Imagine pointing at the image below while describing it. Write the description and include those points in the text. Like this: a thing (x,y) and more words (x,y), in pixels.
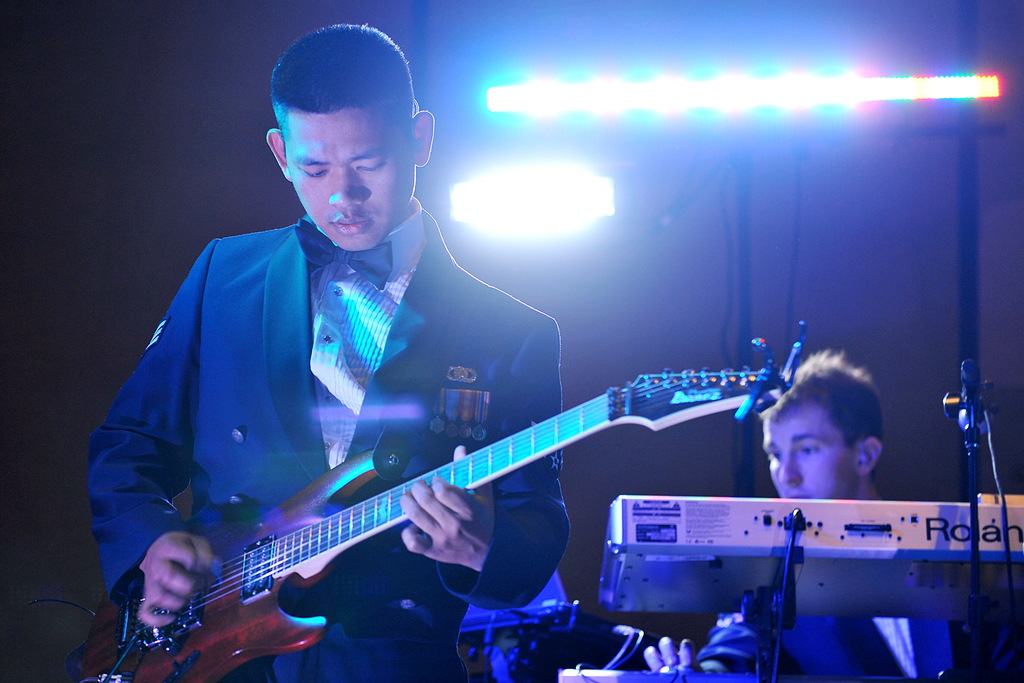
In the image, there are two persons (526,424), the first person (422,498) is playing guitar (384,517) and the second person (831,494) behind him is playing a piano (828,504), in the background (514,191) there are two lights (697,105) they are very bright and off white color.
